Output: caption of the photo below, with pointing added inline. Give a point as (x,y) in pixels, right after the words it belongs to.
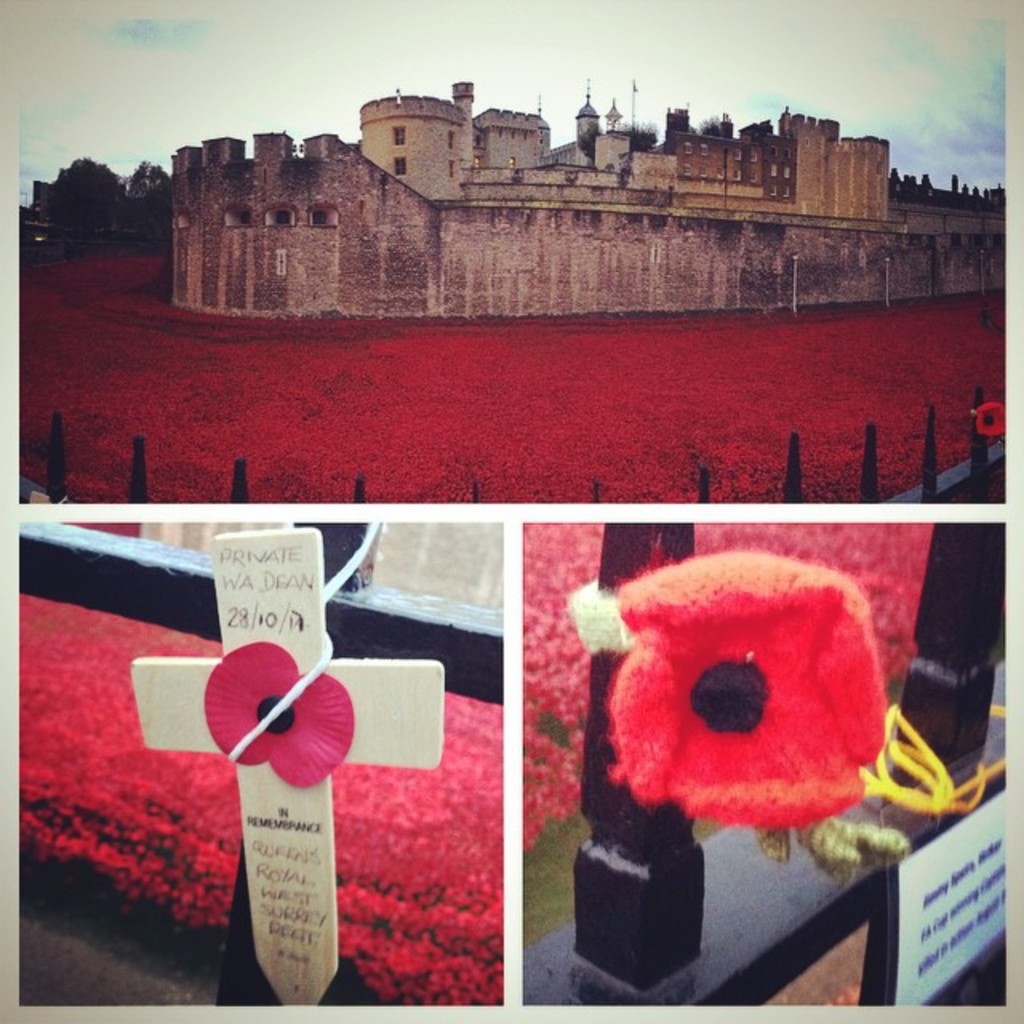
The image is a collage of three pictures in which there is a fort (597,206) and the ground (531,420) is covered with red colour flowers (597,402). In the second picture there is a cross (293,792) on which flower (278,724) is attached to it. In the third picture there is a handmade woollen flower (747,745) tied to the iron rods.
